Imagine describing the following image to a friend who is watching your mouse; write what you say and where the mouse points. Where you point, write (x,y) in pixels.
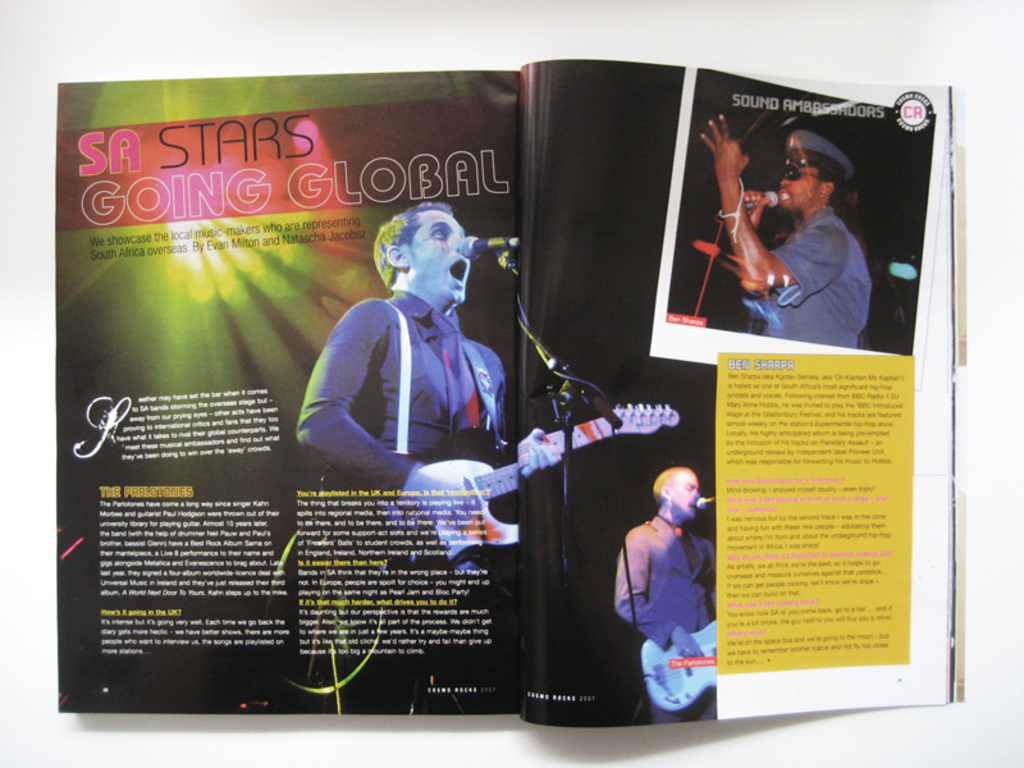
In this picture we can see a book (310,581) on the white surface (460,39) and in this book (193,630) we can see three people (693,539), mics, guitars (450,480) and some text (457,505).
